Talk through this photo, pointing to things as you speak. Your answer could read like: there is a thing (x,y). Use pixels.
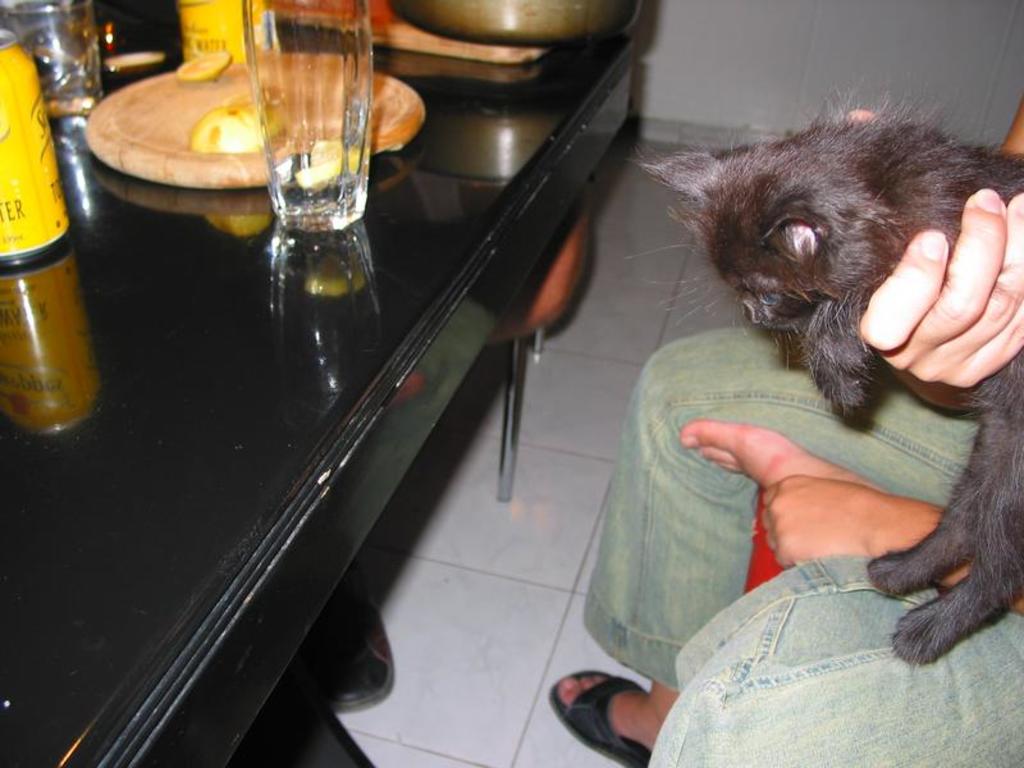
In this picture there is a person (736,441) holding a cat (993,382) and has a table (304,381) in front of it.
